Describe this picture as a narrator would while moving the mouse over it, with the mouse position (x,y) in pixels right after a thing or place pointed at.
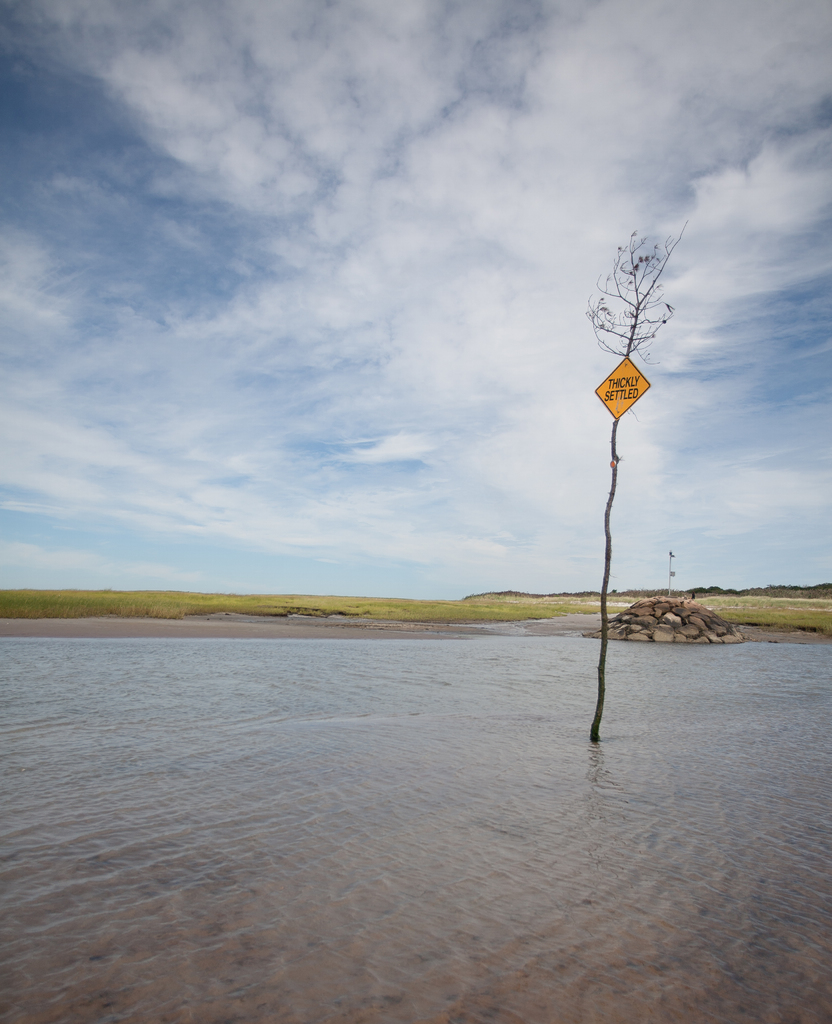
In this picture we can see a tree (613,482) with the signboard (620,394) in the water (560,676). Behind the tree (614,451) there are rocks (651,607), grass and the sky (376,591).
